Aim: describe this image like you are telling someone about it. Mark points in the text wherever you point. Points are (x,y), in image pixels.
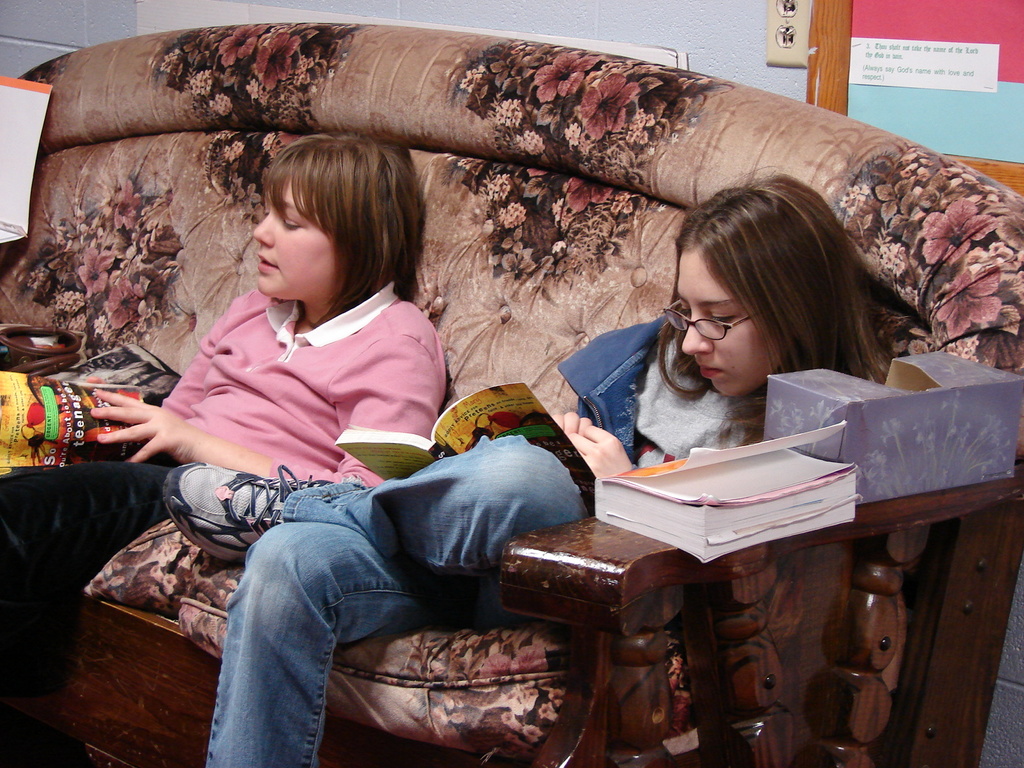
In this image I can see two children (280,476) are sitting on a sofa (46,268). I can see both of them are holding books (545,426) and here I can see she is wearing specs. I can also see a book (704,495) and a box (826,405) over here. In the background (893,49) I can see something is written over there.
